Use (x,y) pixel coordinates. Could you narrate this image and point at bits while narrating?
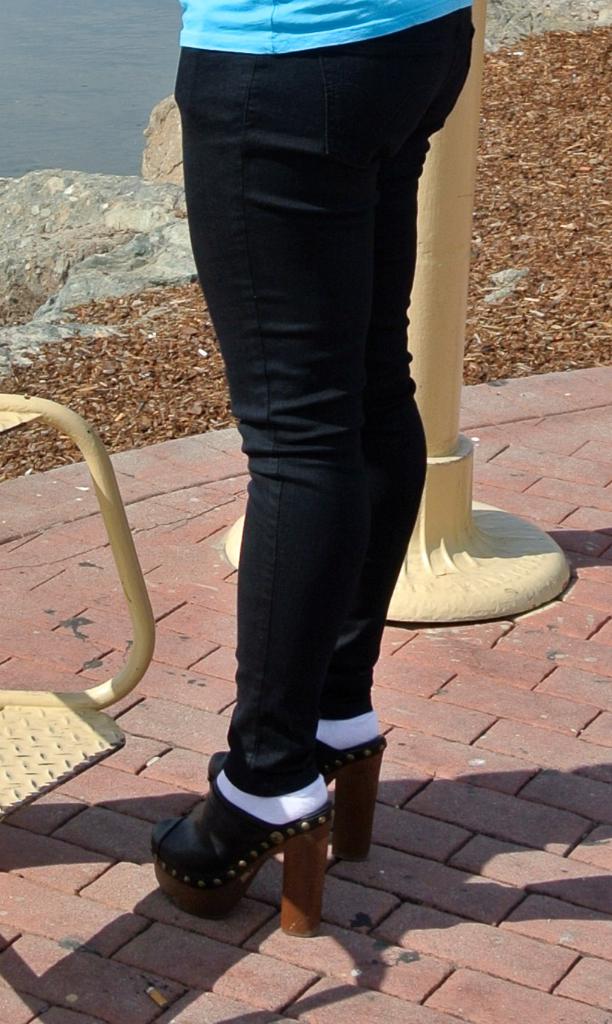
In this image I can see a woman (321,208) wearing blue and black colored dress (311,213) is standing on the ground (430,722) and I can see a metal pole (475,80) which is cream in color and few leaves (572,308) on the ground (567,146). To the top left of the image (11,58) I can see the water (85,133).
